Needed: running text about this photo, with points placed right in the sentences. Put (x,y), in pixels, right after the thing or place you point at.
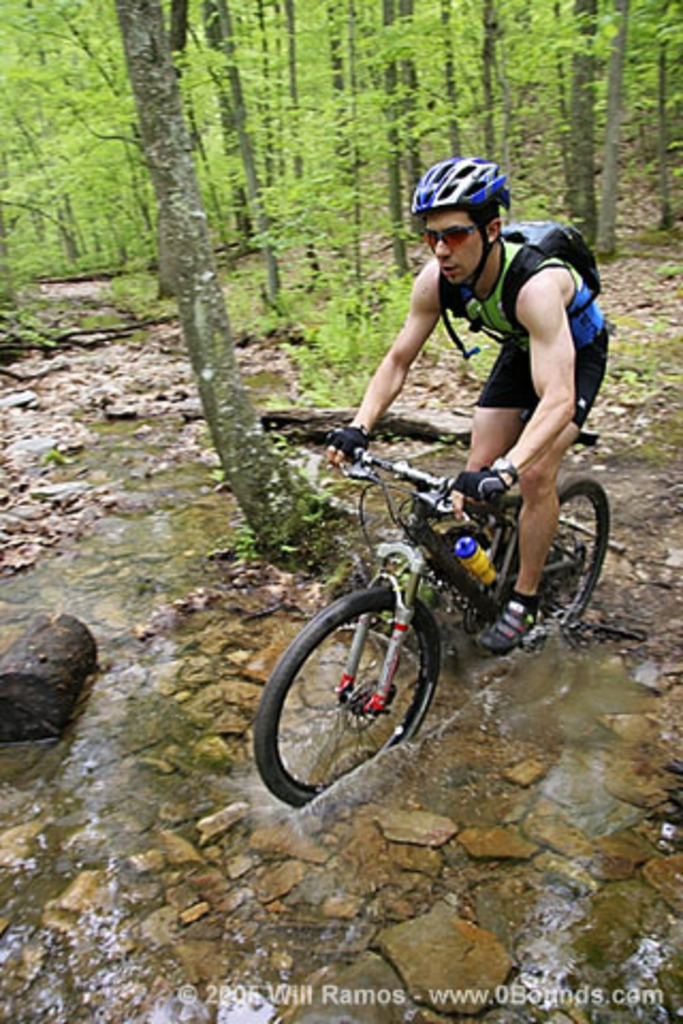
In the image there is a man (569,435) riding a cycle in a forest (308,358) and around him there are many tall trees (288,206).
